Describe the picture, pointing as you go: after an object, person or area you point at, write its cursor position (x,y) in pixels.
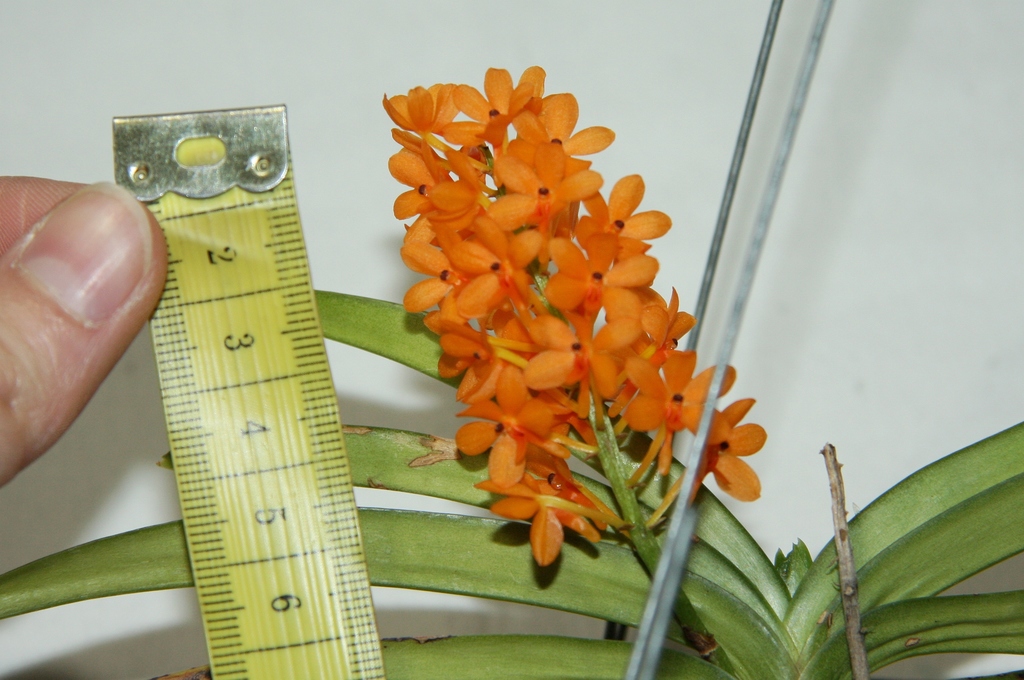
In this picture there is a person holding the tape (277,547). There are orange color flowers (529,173) on the plant (607,331). At the back (463,46) there is a wall (705,66).
